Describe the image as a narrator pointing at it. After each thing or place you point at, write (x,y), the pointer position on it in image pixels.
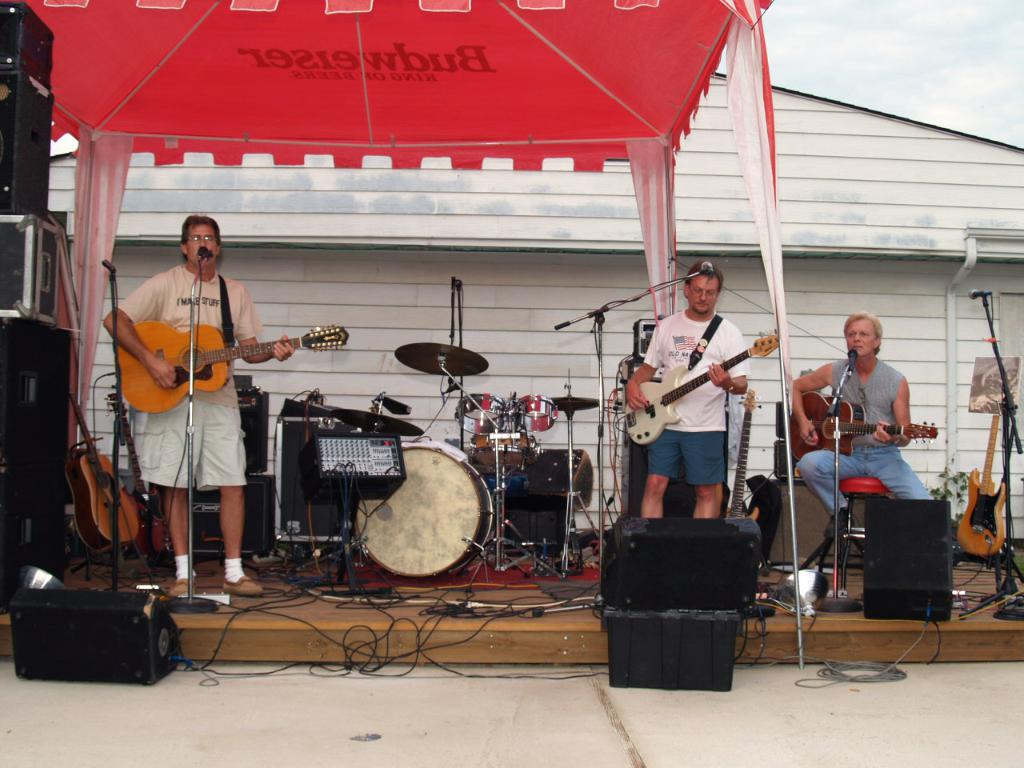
3 people (893,397) are playing guitar (659,414). 2 people (202,466) in left (217,309) are standing. the person (865,446) at the right (865,487) is sitting on a red stool (865,489). above them there is a red tent (518,123). behind them there are drums (504,441) and in the front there are microphones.
